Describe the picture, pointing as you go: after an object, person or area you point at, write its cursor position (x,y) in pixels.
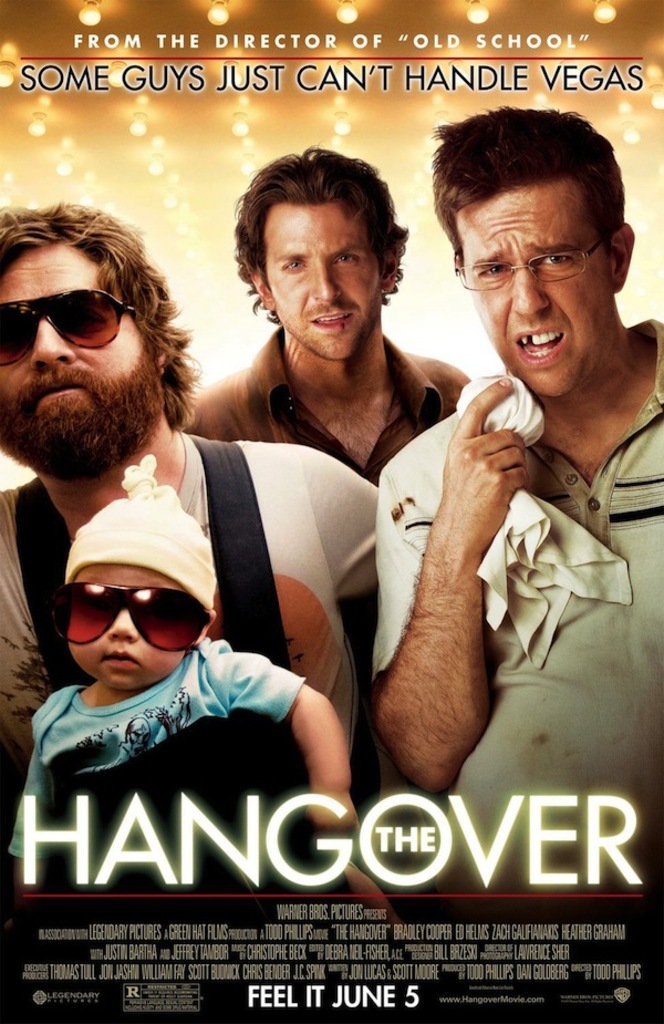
In this image I can see the poster (314,740). In the poster (314,648) I can see the group of people (311,476) with different color dresses (288,473). I can see two people (24,424) wearing the goggles (193,632). In the background (149,212) I can see the lights (155,176) and there is something written on the poster (253,857).
